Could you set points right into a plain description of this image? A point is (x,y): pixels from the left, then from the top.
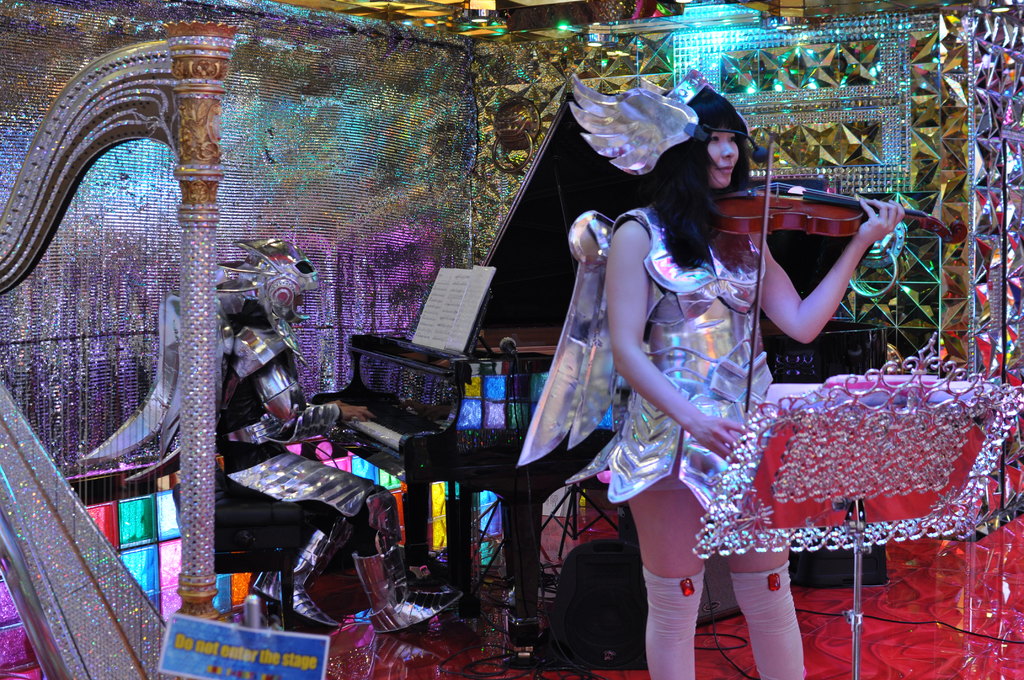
In this picture, we see a woman (653,332) in the costume (651,472) is standing and she is playing a violin (839,231). In front of her, we see a music stand (902,497). Behind her, We see the musical instruments (525,537) and a music stand (466,313). On the left side (328,428), we see a woman (236,447) is sitting on the chair (274,523) and she is playing a musical instrument (433,427). On the left side (186,660), we see a pole (186,613) and a card (197,654) in blue color with some text (208,643) written on it. In the background (134,562), we see the sheets (136,542) or a wall (172,605) which are decorated with the lights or crystals (269,157).
